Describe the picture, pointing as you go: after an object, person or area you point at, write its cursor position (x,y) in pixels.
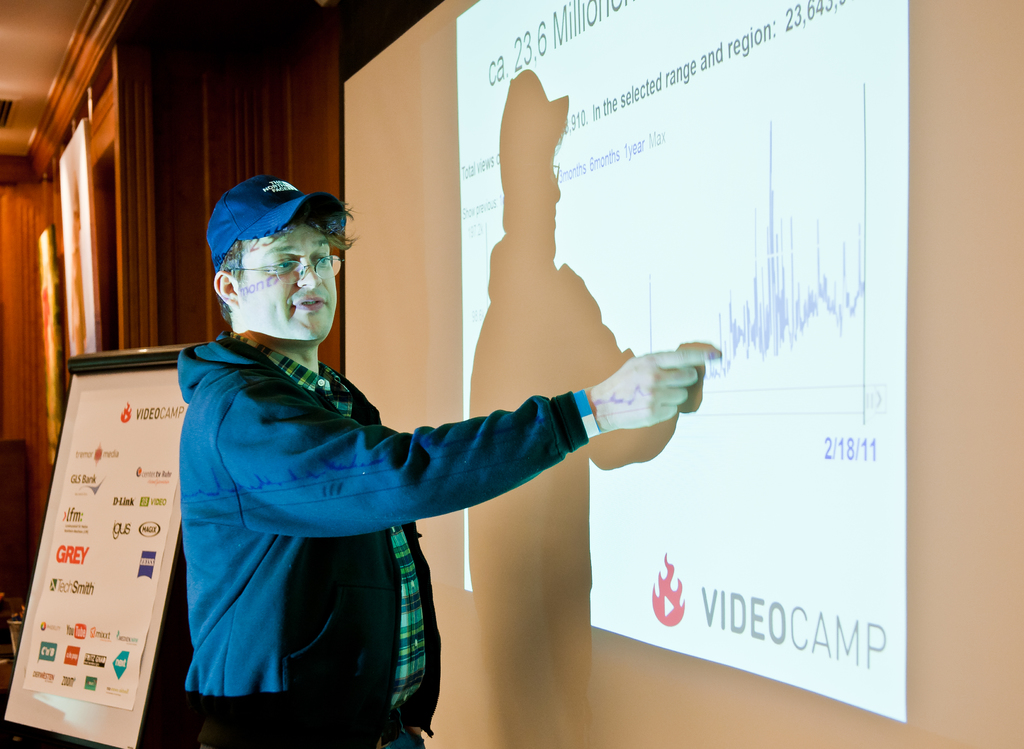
In this picture we can see a man (398,497), he wore a cap (294,206) and spectacles (254,268), and he is standing in front of the projector screen (524,278), beside to him we can find a hoarding (147,492).
